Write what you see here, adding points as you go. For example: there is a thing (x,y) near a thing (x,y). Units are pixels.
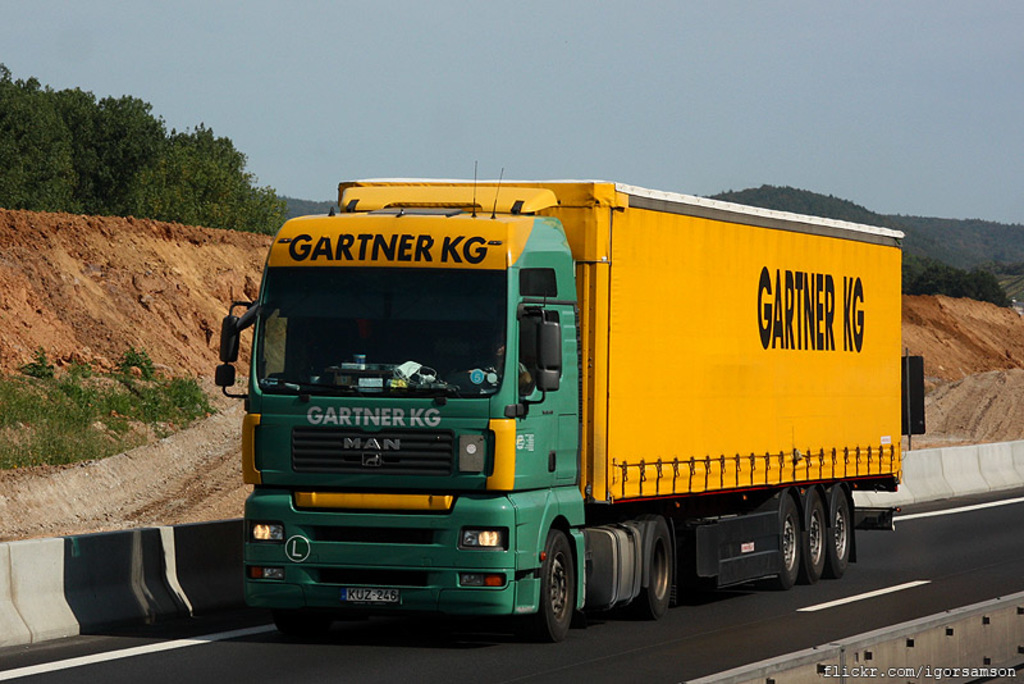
In this image there is a vehicle (631,506) moving on the road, in the background (2,123) there are trees (241,219), mountains (811,211) and the sky (469,116).
